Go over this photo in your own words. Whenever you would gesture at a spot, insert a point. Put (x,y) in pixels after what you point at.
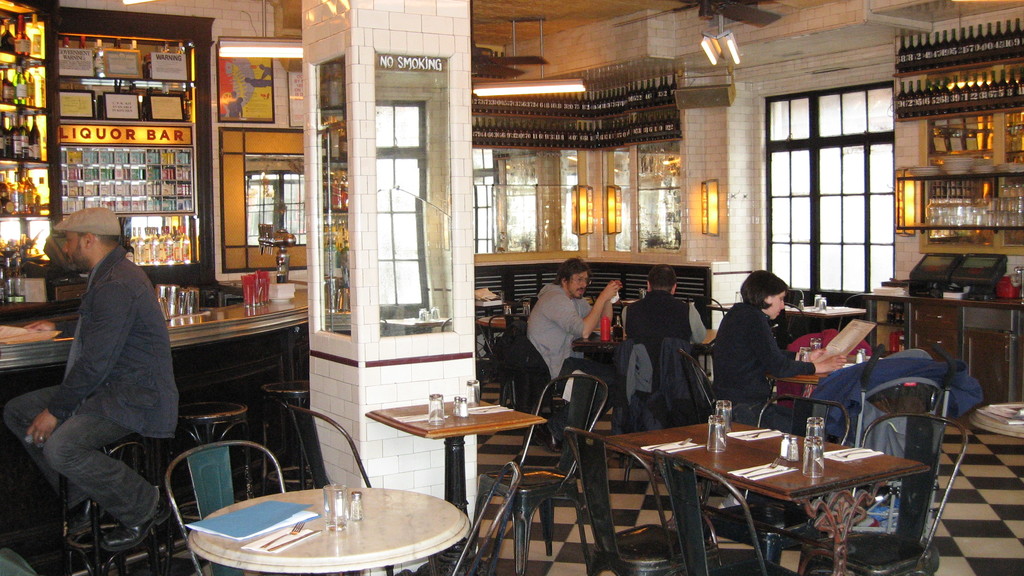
In the image we can see there are people (553,332) who are sitting on the table (599,332) and woman (755,337) over here is seeing the menu card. There are tables (738,476) and chairs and the man (103,313) over here is sitting on the chair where at the back (128,236) there is a wine bar (33,170) and in between there is a white pillar (354,208) on which there is a mirror (398,124) its written "NO SMOKING" on it and there is a tubelight (538,93) over here.
